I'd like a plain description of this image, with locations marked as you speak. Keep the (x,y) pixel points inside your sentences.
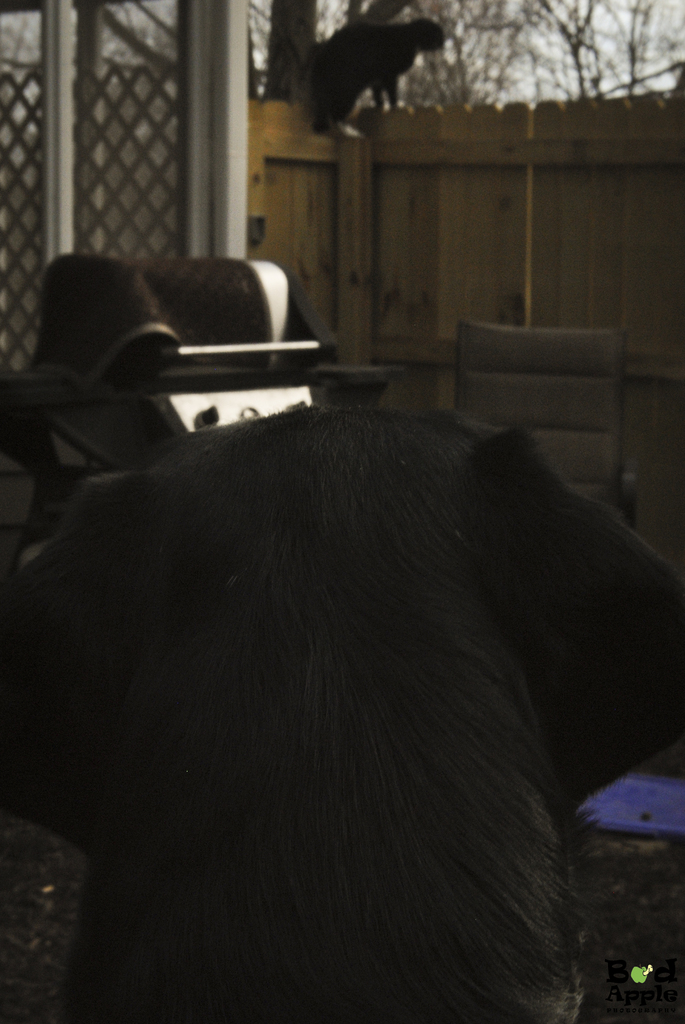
There is a zoom in picture of an animal (292,690) at the bottom of this image (364,730). There is a wooden wall (441,253) in the background (389,267). There is one animal (348,80) present on to this wall (463,124). There are some trees (491,31) at the top of this image (483,36). There is one chair (563,334) on the right side of this image (580,409).
